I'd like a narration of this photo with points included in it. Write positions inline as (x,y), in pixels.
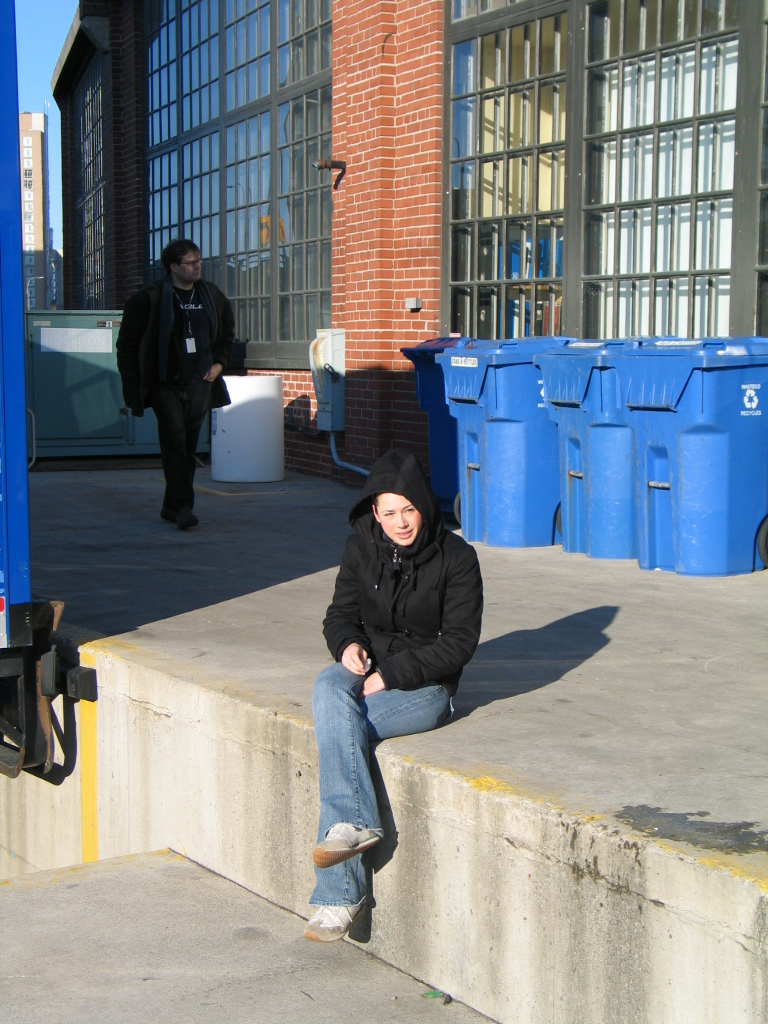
In the middle of the image (381,623) there is a lady (416,614) with black jacket (419,605), blue jeans (334,881) and white shoes (334,909) is sitting on the floor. Behind her there are blue color bins (560,467). To the left corner of the image (9,313) there is a blue pole (24,527). And to the left side (170,426) there is a man (192,338) with black dress (192,436) is walking on the floor (269,501). In the background (449,132) there is a building (350,160) with brick walls (369,63) and glass doors (230,137). And also there are few boxes (108,372) on the floor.
